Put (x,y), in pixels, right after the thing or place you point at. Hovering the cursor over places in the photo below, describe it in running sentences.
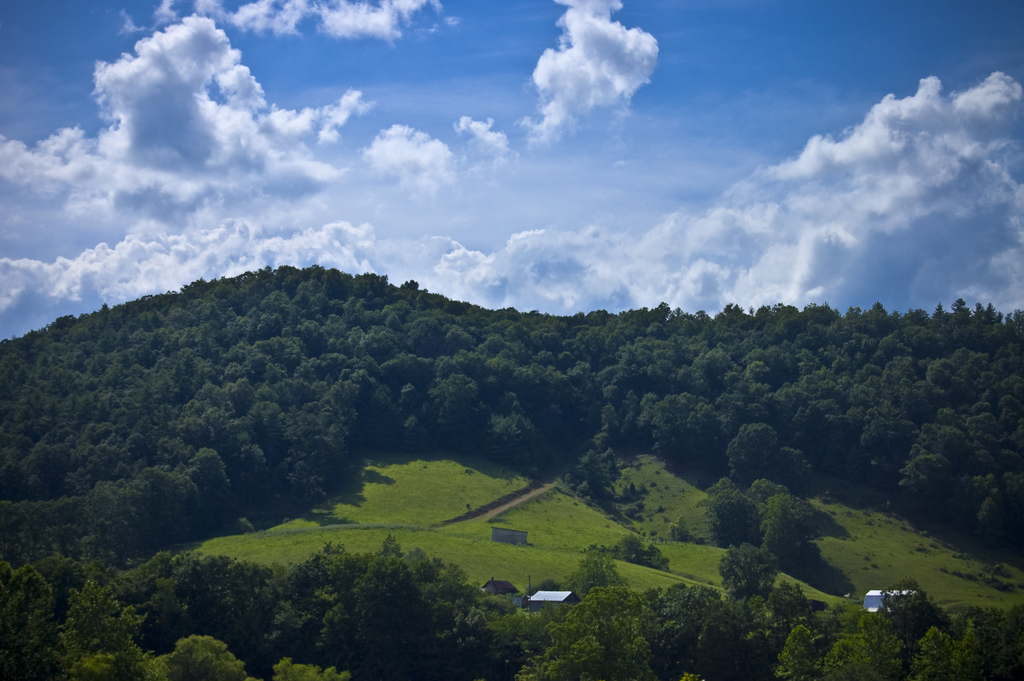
In this image I can see mountains (232,373) with full of trees (524,372) and green grass (451,528). I can see some buildings (557,600). At the top of the image (407,190) I can see the sky (452,176).
